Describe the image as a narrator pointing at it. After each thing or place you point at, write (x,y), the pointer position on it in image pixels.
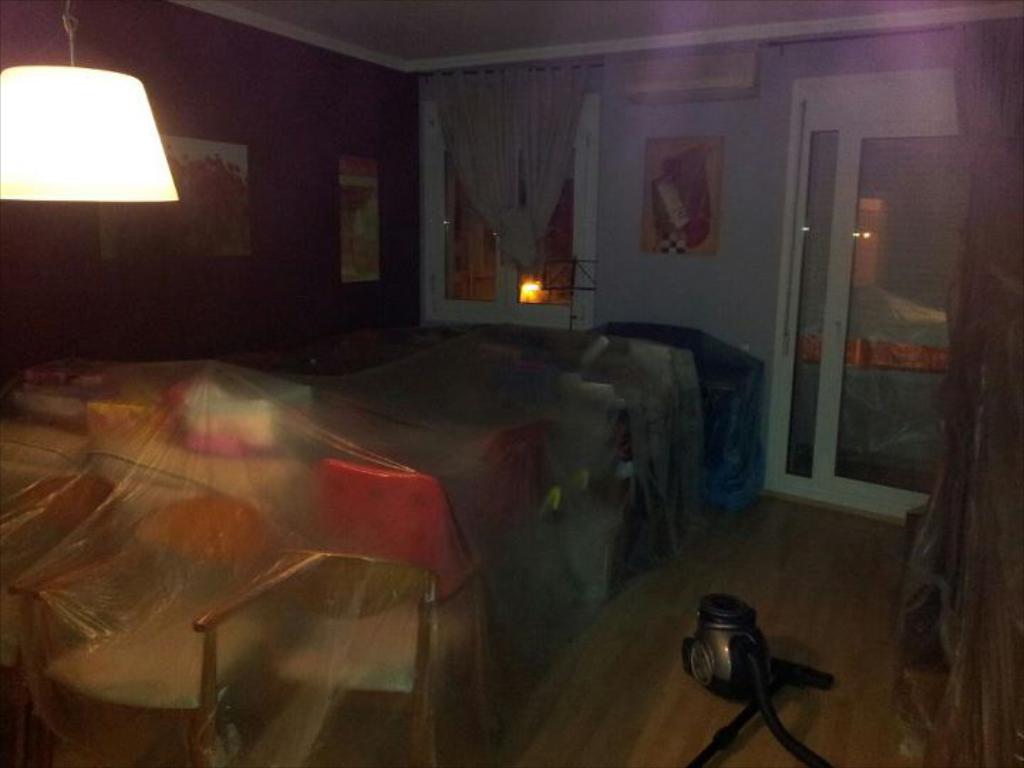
In the center of the image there are chairs (103,533). There is wall (673,276). There are photo frames (646,196) on the wall (403,177). There is window (591,187). There is door (783,471). At the bottom of the image (783,555) there is wooden flooring (812,605). There is a vacuum cleaner (716,742). At the top of the image (579,16) there is a ceiling (599,19).
